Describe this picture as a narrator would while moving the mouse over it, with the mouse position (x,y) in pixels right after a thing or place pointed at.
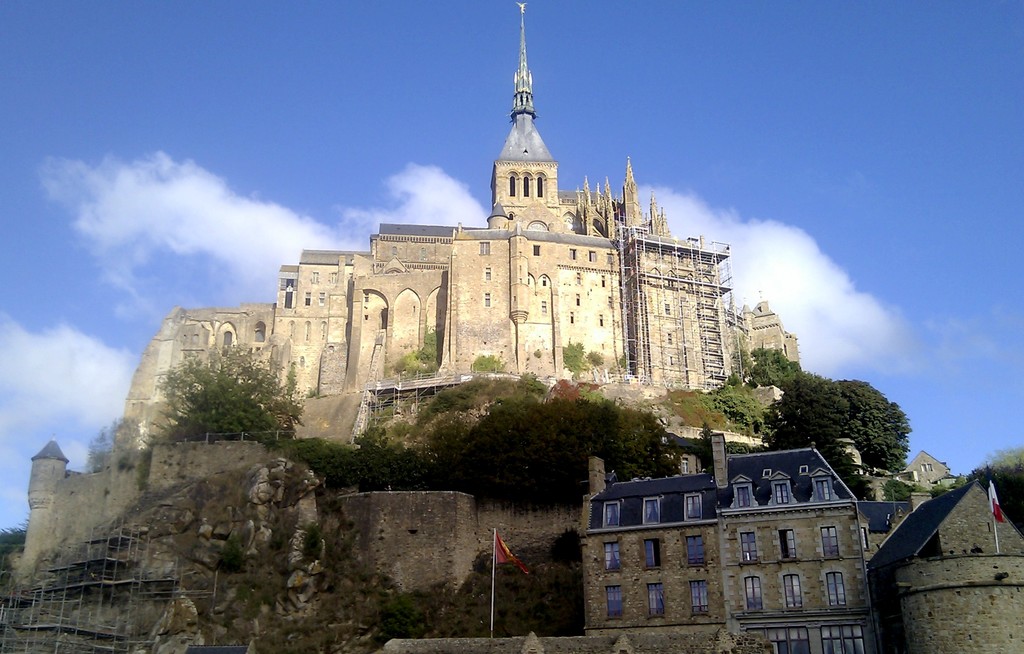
In this image we can see few buildings (970,580), trees (797,438), flags (989,507) and the sky (419,92) with clouds (203,219) in the background (234,225).
